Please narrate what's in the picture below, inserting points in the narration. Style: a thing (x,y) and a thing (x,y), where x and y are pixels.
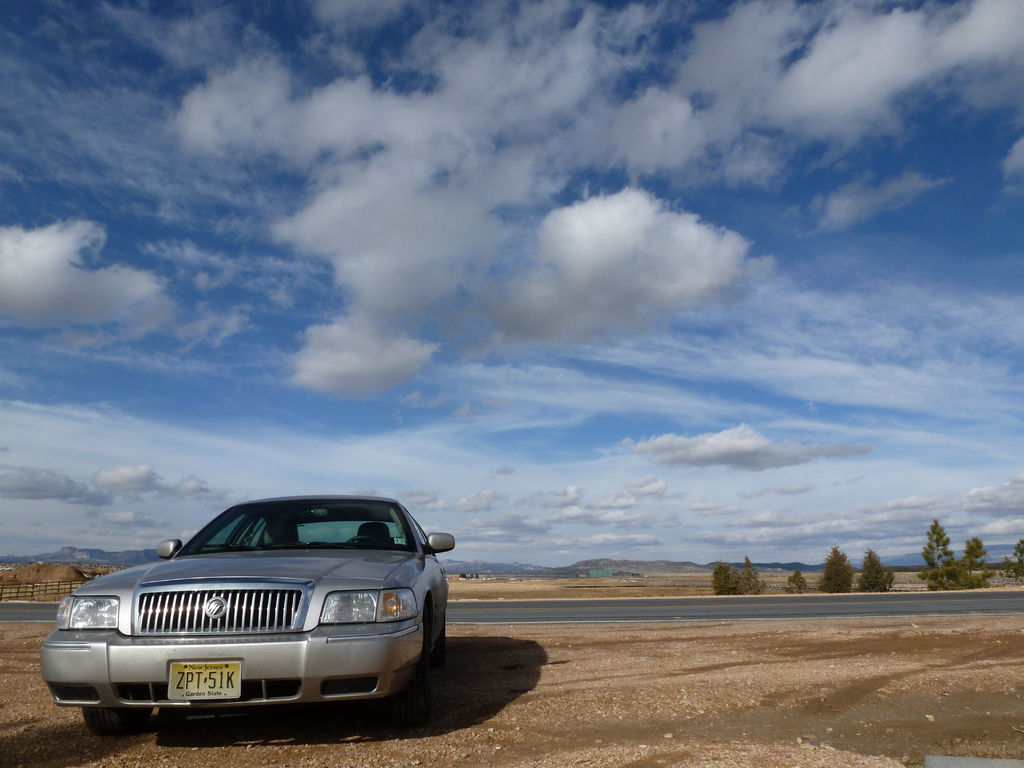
In this picture, we see a car (301,621), which is parked. At the bottom of the picture (638,695), we see the soil (677,711) and the stones (688,709). In the middle of the picture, we see the road (676,610). There are trees (874,574) and hills (466,561) in the background (486,565). On the left side (21,583), we see a wooden railing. At the top of the picture (408,237), we see the sky (879,338) and the clouds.
